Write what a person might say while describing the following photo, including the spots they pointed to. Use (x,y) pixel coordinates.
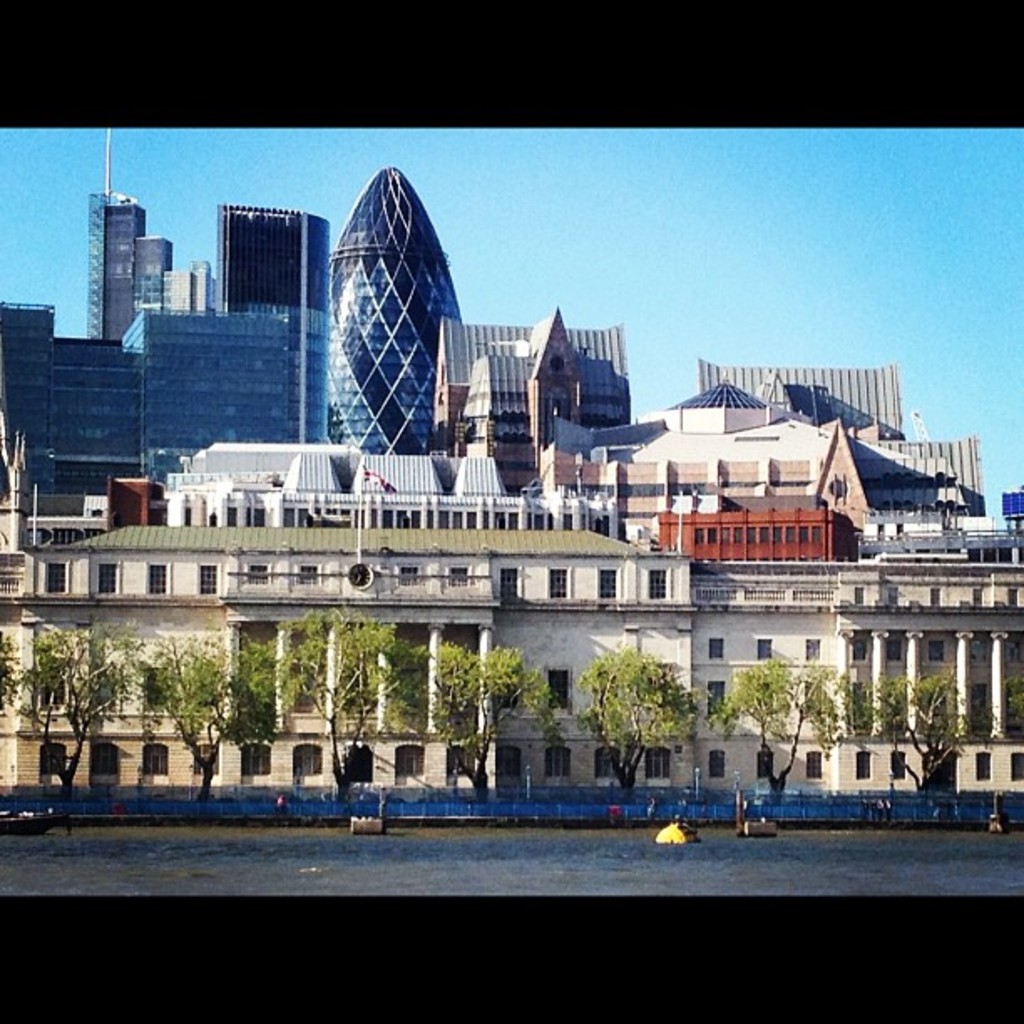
In this image, we can see some trees (217,720) in front of buildings (694,467). There are some objects (367,818) floating on the water (452,878). There is a sky (574,272) at the top of the image (558,162).
